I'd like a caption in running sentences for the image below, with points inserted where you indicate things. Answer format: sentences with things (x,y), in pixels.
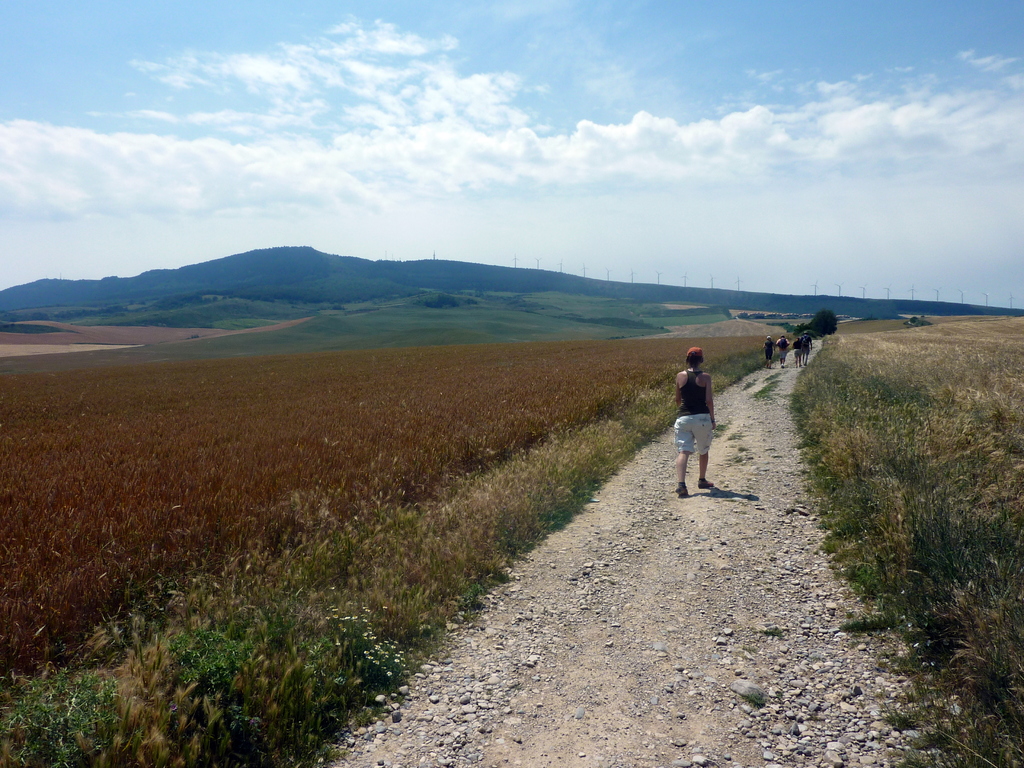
In the foreground of this image (731,462), there are few people (769,361) walking on the path (728,507) and on either side, there is grass (913,403). In the background (600,293), there is grassland (318,314), a hill (280,259), wind fans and the sky (419,130).
